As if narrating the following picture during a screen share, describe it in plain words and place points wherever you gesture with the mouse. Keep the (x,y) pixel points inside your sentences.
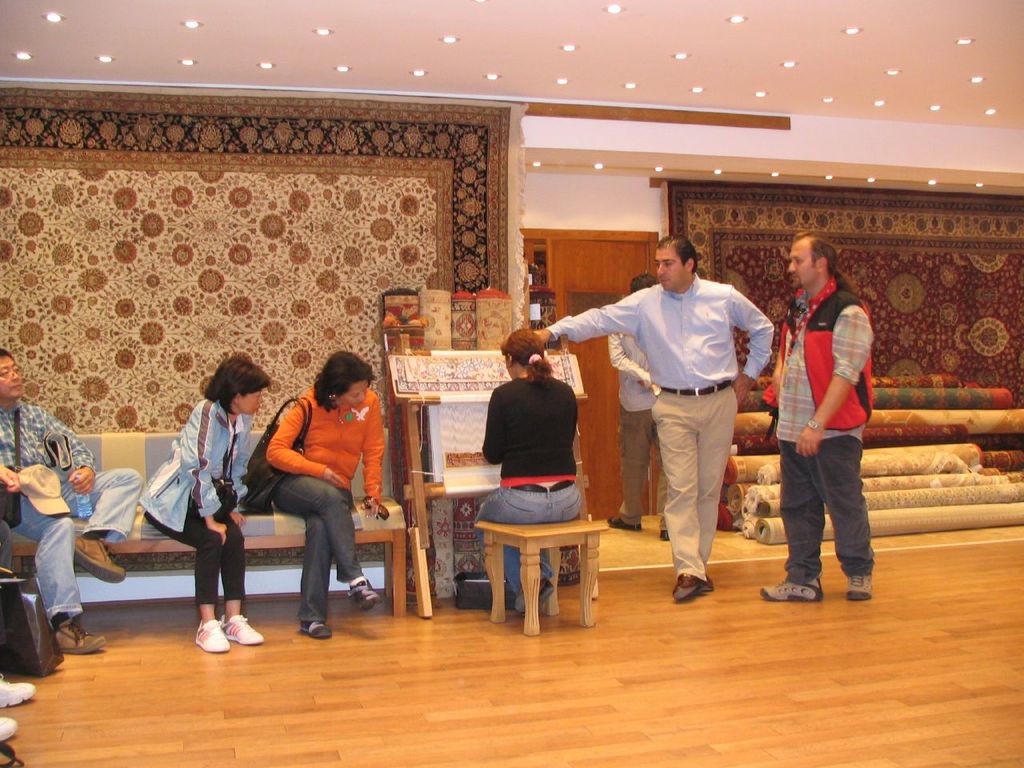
In this image I can see there are three persons (301,493) sitting on sofa chair (161,547) on left side (210,547) and I can see a woman (534,516) sitting on small table (514,534) and in front of the table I can see there are three persons (845,337) visible on floor (686,618) at the top (526,55) I can see roof (801,59), on roof (927,183) I can see lights (982,187) and in the middle (362,260) I can see the wall (996,201), on the wall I can see a design carpet (221,232) visible and i can see there are carpets (976,440) kept on floor (899,570) on the right side (920,513).
